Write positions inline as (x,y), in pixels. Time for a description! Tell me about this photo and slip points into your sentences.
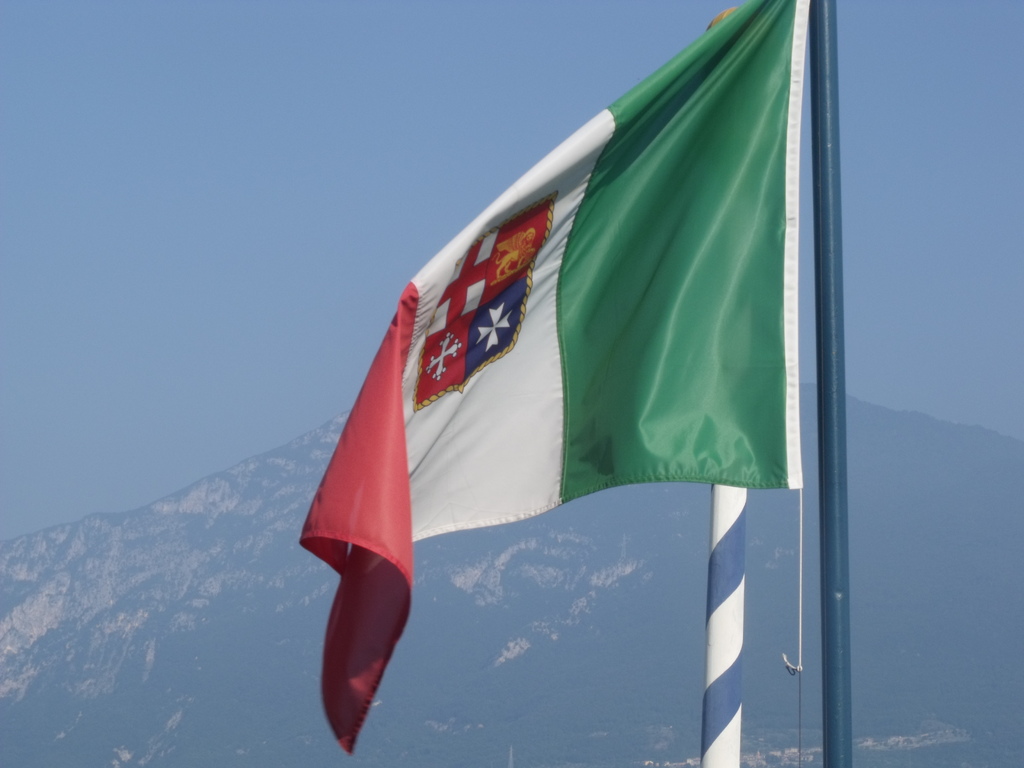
In this picture we can see a flag (454,438) on a pole (843,757). We can see some greenery (442,564) and a mountain (454,559) in the background (427,560). We can see the sky (849,48).
